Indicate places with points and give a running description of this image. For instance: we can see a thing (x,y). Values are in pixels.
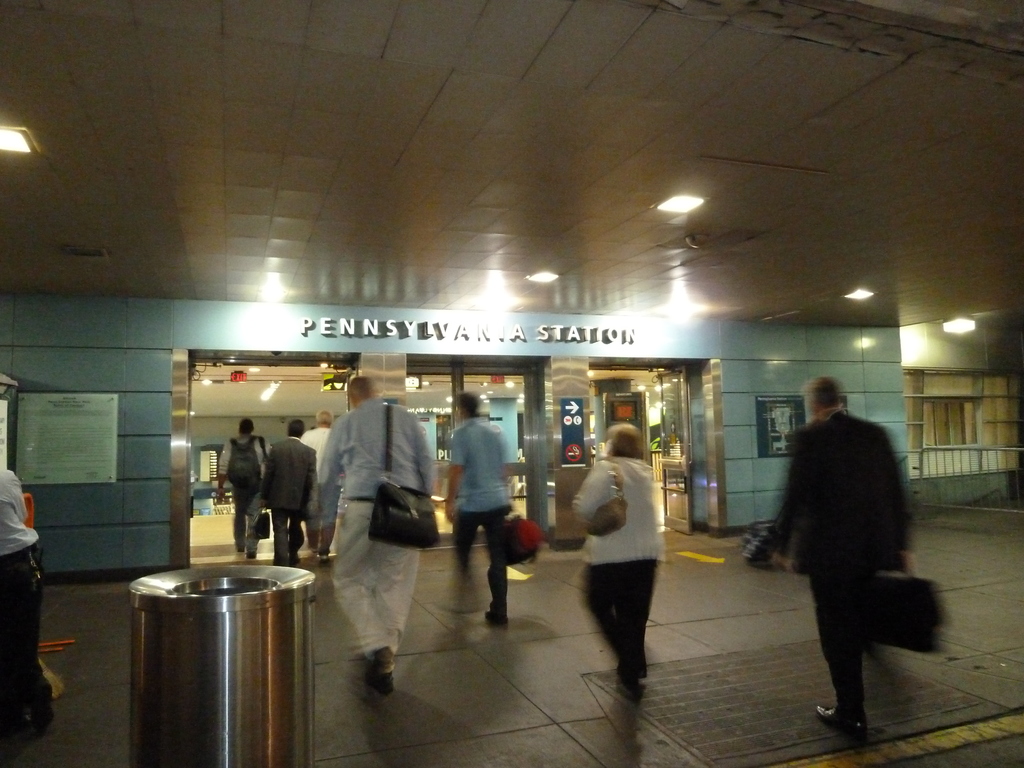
In this image we can see group of persons (639,645) are walking on the ground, there is a building (13,341), at above there are lights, there is a wall (648,332), there is a bin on the ground (334,731), at above there is the roof (642,64).
